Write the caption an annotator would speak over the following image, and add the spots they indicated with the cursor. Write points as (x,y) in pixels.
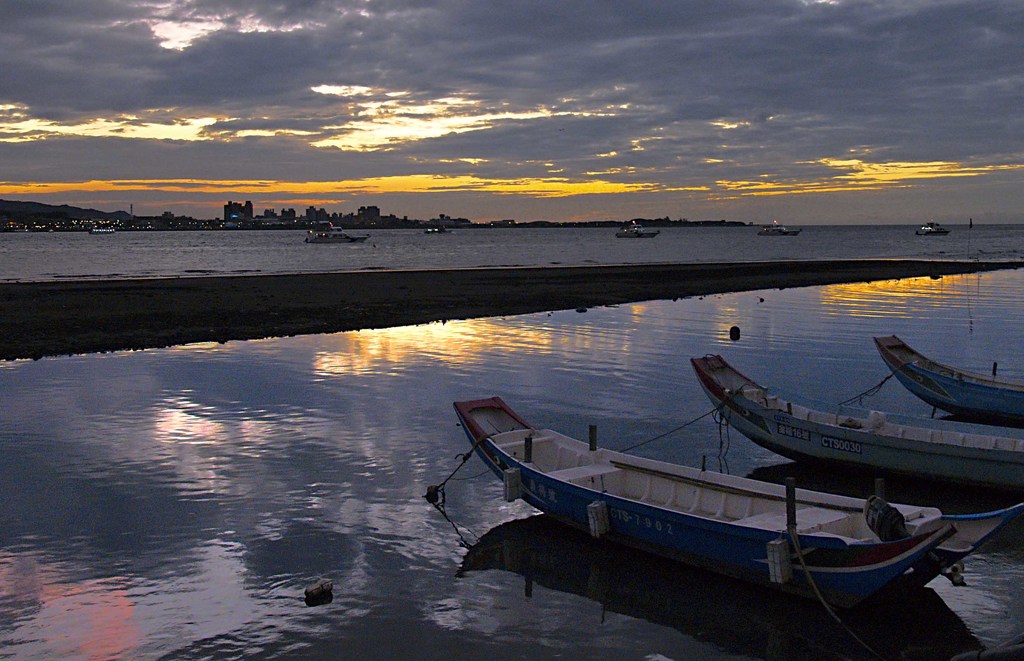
This image is taken outdoors. At the bottom of the image (251,548) there is a river (331,414) with water (405,479) and there are a few boats (759,439) in the river (923,411). At the top of the image (213,88) there is a sky (439,82) with clouds (654,115). In the background (275,215) there are a few buildings (399,218).
